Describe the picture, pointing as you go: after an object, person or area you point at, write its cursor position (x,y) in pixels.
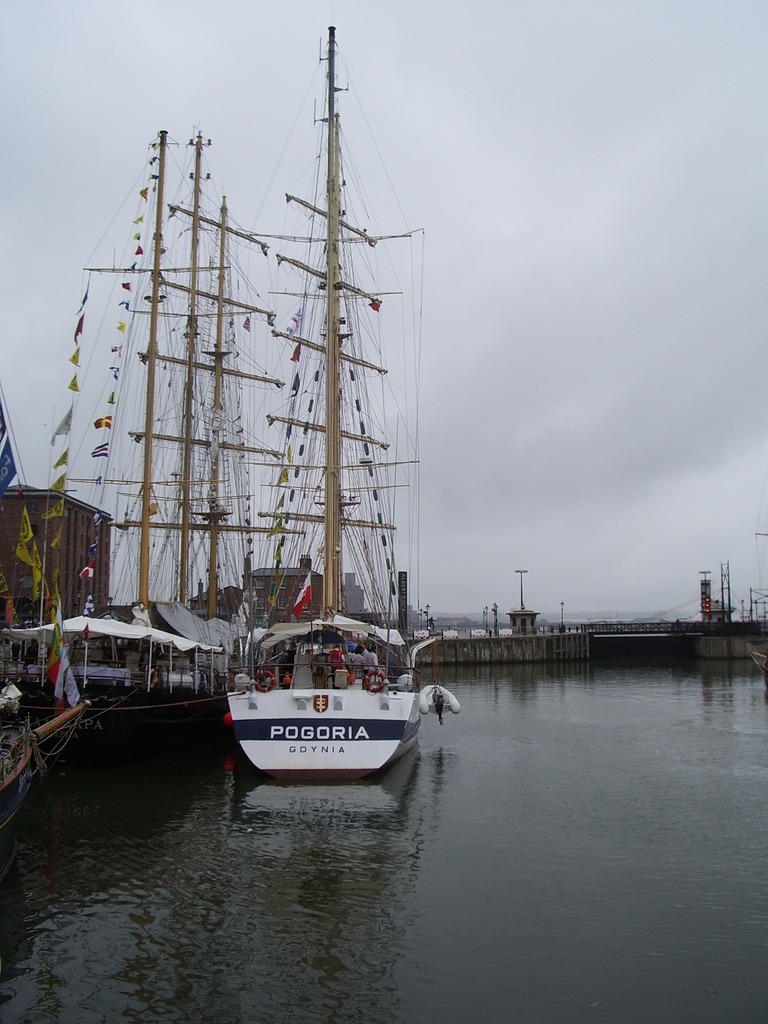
In this image we can see some ships (346,764) in the water body (462,743). We can also see some buildings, a walkway bridge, flags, poles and the sky (561,343) which looks cloudy.
